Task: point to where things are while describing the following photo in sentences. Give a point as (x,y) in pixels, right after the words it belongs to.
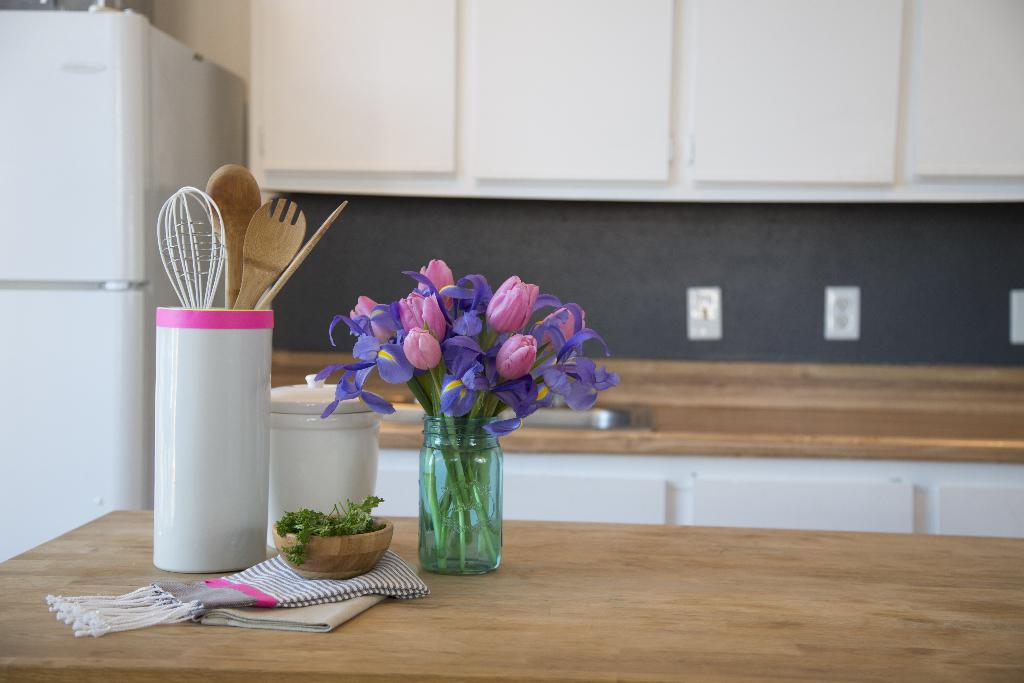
In the picture we can see a table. On the table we can find a cloth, a bowl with leaves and a jar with flowers (459,398) and jug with spoons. In the background (84,90) we can find a cupboard (742,103), fridge (92,463) and switches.
